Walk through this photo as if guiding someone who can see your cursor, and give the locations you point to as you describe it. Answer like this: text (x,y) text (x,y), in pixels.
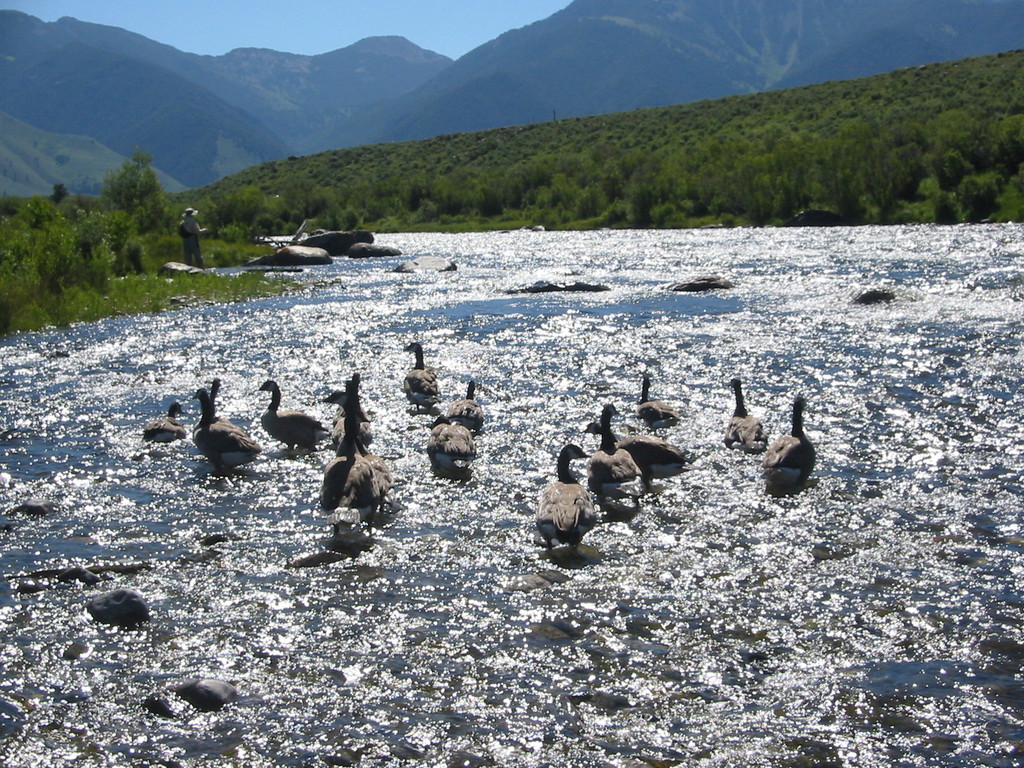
In this image, there are rocks (311,246) and ducks (646,400) in the water (641,399). I can see a person (191,253) standing and there are trees (136,209), plants (635,215) and mountains (223,107). In the background (386,26), there is the sky (319,26).
